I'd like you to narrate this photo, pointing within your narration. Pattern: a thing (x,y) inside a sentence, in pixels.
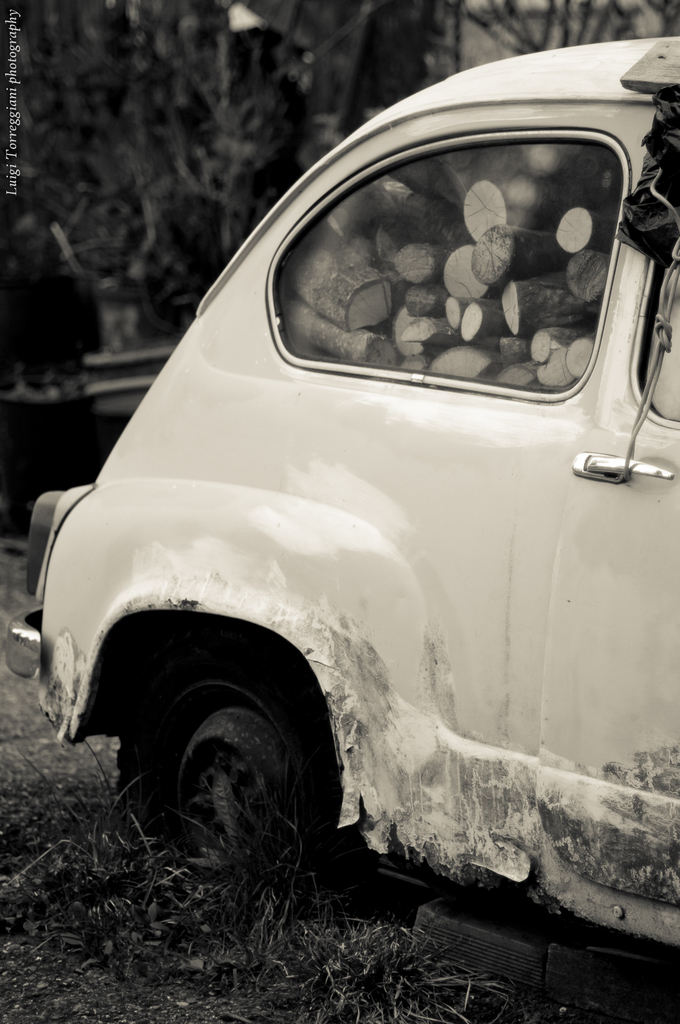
In the image we can see a vehicle (133,798), Behind the vehicle (631,702) there are some trees (562,7) and plants (277,169). At the bottom of the image (202,869) there is grass (132,860).
